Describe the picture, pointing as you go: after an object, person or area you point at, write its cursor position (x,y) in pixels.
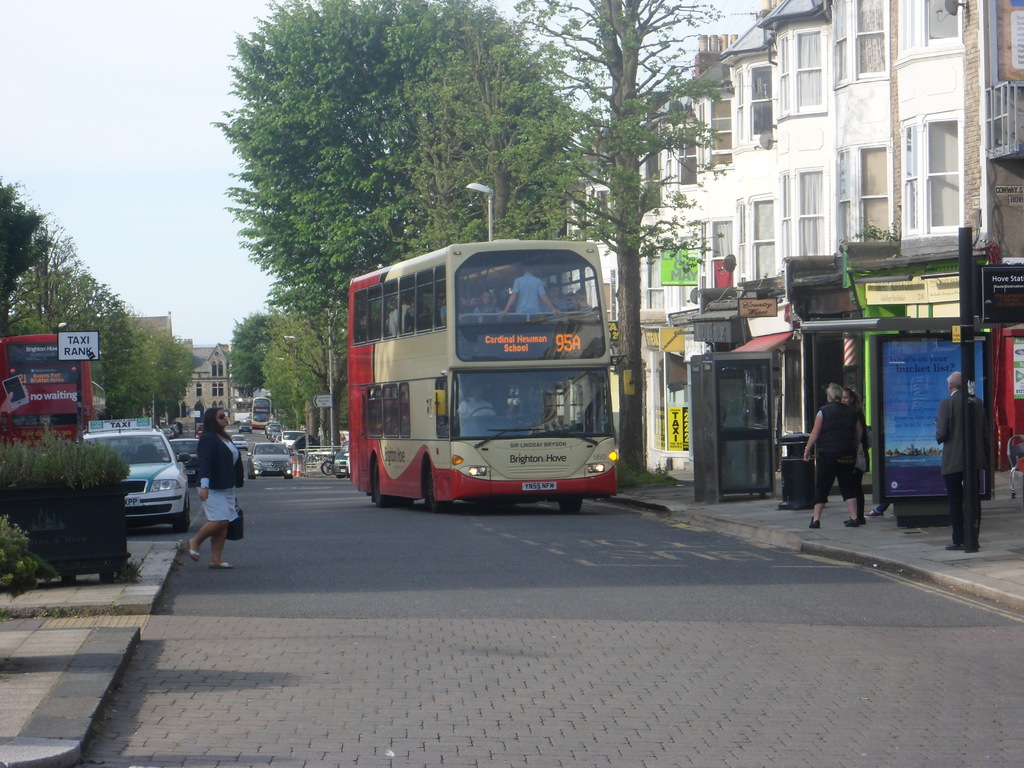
There is a road (420,607). On the road (408,616) there are many vehicles (388,408). On the sides there are sidewalks (866,552). On the left side (59,354) there are trees (51,284) and board (72,355). Also there are plants (78,461) in a box (76,533). And there is a lady (218,433) walking. On the right side (860,444) there are few people (840,448) on the sidewalk (841,506). There are buildings (818,297) with windows (722,145). Also there are trees (315,221) and light poles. In the background (153,176) there is sky (162,148).
